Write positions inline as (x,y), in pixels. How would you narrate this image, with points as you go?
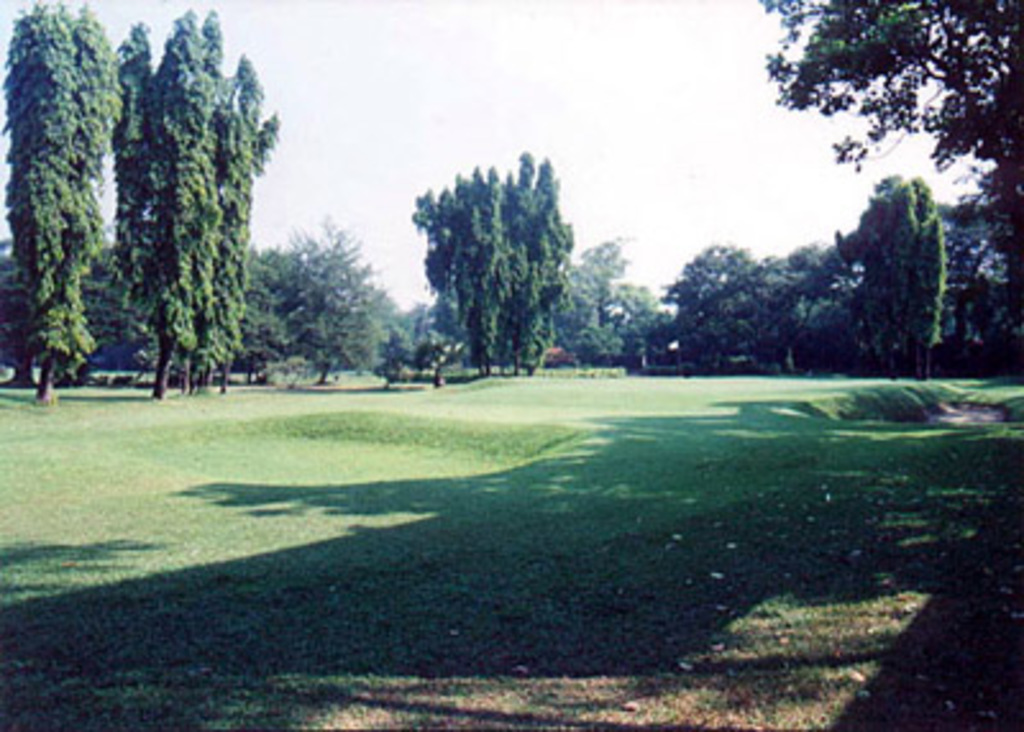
At the bottom (680,560) we can see grass (740,520) on the ground (736,388). In the background (776,182) there are trees (520,362), some objects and sky (655,171).
